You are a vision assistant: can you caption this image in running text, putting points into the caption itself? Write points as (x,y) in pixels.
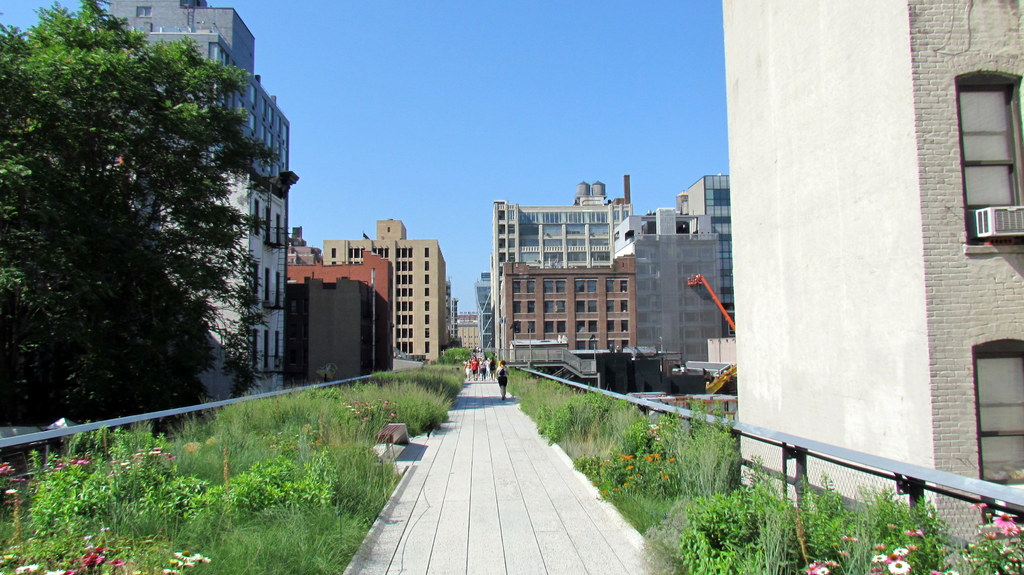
This is an outside view. In the middle of the image (475,364) I can see a road (471,488) on which few people (488,372) are walking. On both sides of the road (496,426) I can see the plants (710,525) and railing (277,395). In the background (527,320) there are many buildings (557,320). On the left side (59,300) there is a tree (72,165). At the top (431,78) I can see the sky (471,96).
